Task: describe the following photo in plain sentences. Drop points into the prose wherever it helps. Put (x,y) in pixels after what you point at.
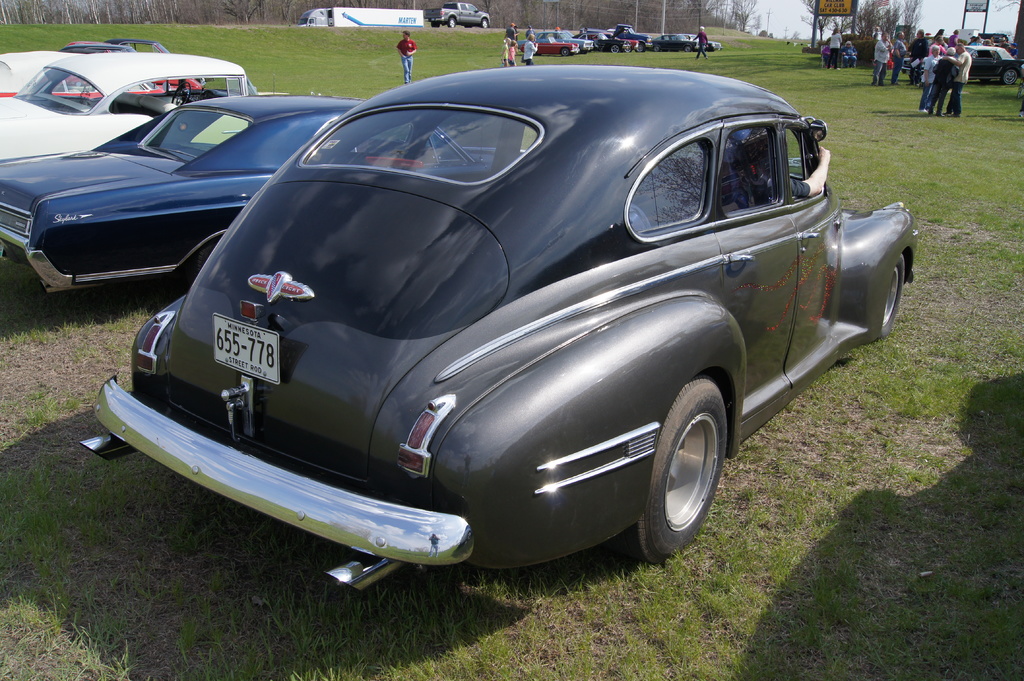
In this image there are cars (451,171) in the ground (856,155) and people (903,42) are standing in the ground (788,58).
